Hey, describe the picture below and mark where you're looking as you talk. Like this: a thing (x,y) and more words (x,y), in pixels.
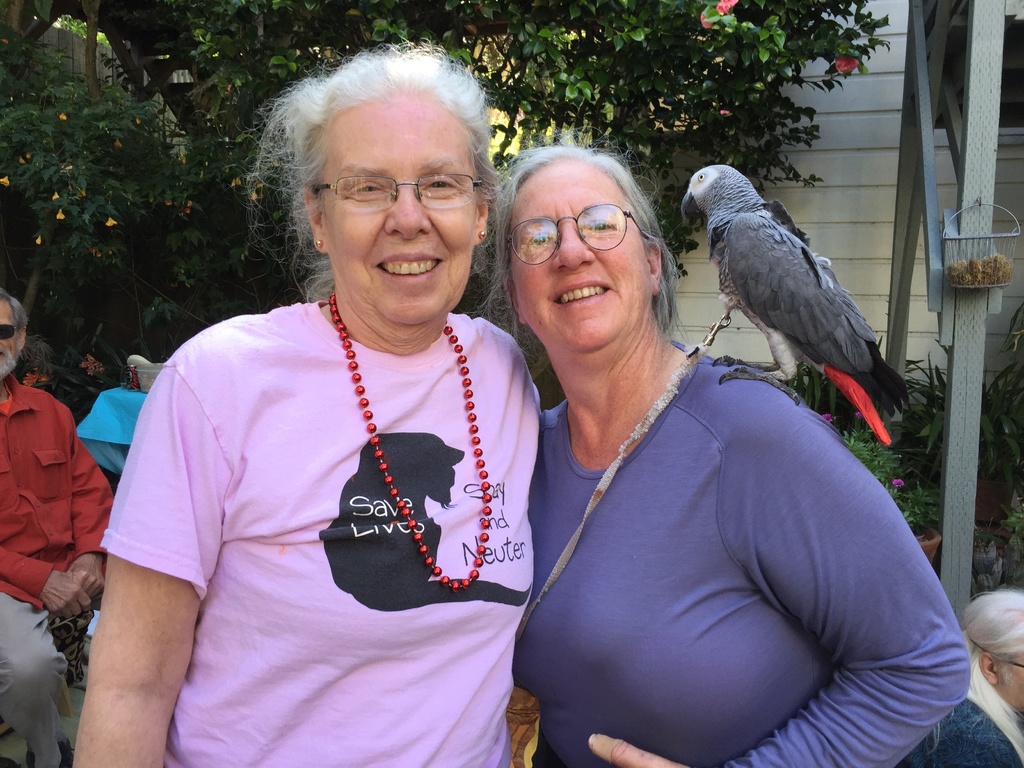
In the image we can see two women (535,517), standing, wearing clothes (410,610), spectacles (620,235) and they are smiling. The left side woman (377,474) is wearing neck chain (387,465) and ear studs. Behind them there are other people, here we can see the bird (765,306), metal basket (965,281), plant pots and trees (808,181).
